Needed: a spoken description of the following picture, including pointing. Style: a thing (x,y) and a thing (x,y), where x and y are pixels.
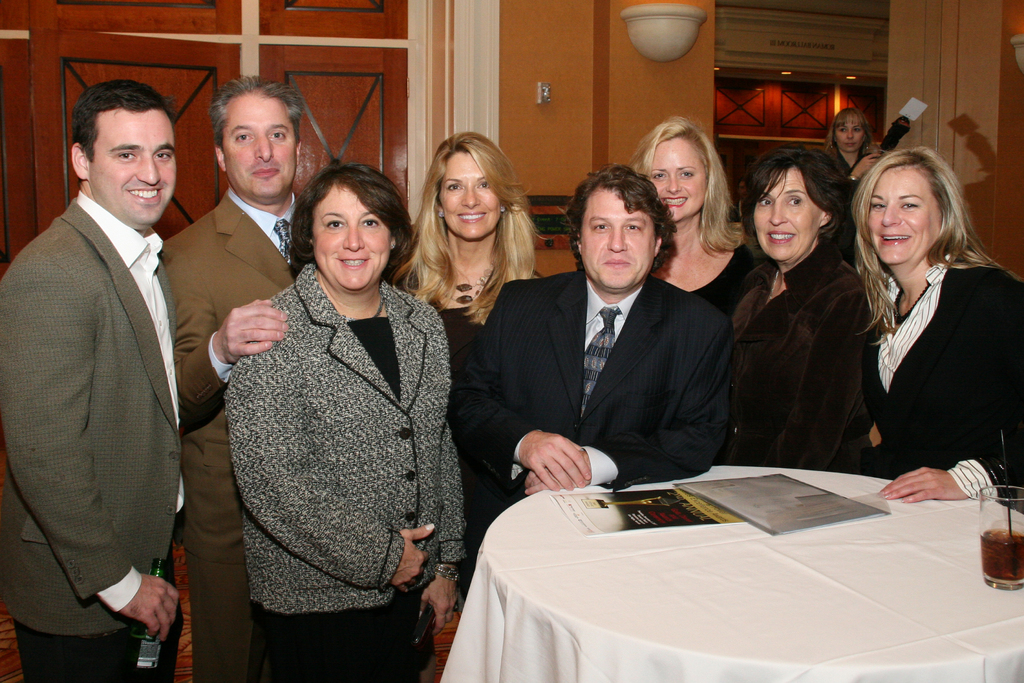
There are persons (497,221) in different color dresses (287,238), smiling and standing. On the right side (839,556), there is a table (912,625) which is covered with white color cloth (629,544), on which there are a glass (996,506) and documents (617,517). In the background (843,225), there is another person (859,154) and there is a wall (829,123).
